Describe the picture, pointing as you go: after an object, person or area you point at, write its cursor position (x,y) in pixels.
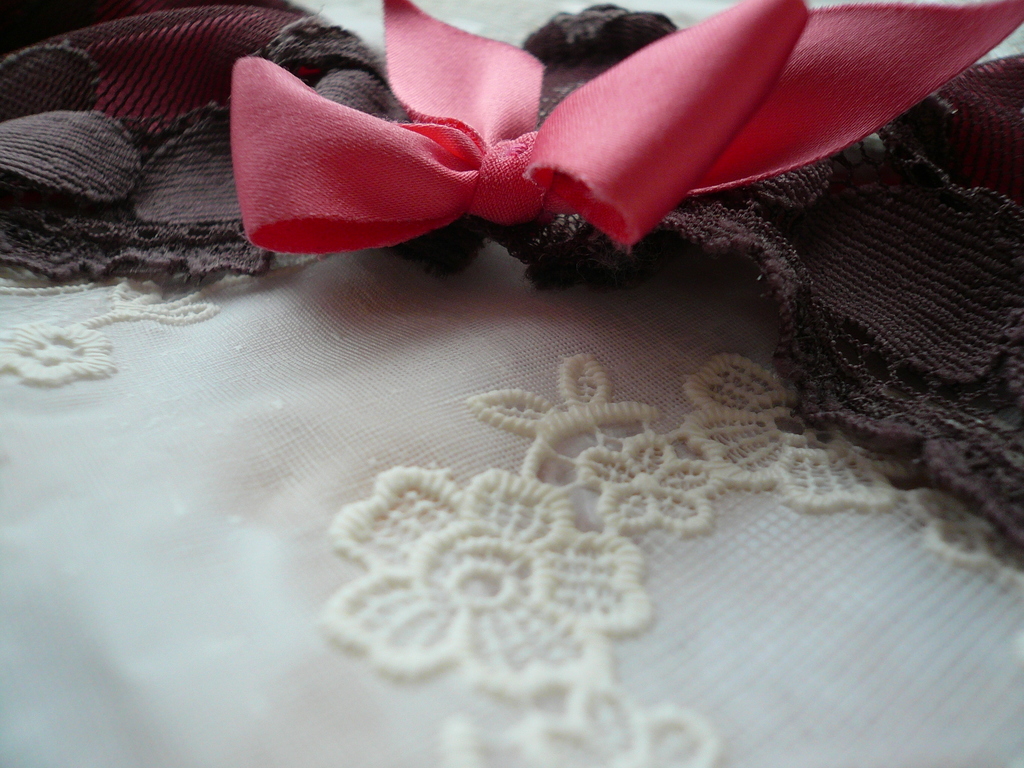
In this picture there is a floral design (620,554) on the white fabric (322,390). There is a pink ribbon (512,192) and at the top (927,239) there is a brown color fabric (860,307).
